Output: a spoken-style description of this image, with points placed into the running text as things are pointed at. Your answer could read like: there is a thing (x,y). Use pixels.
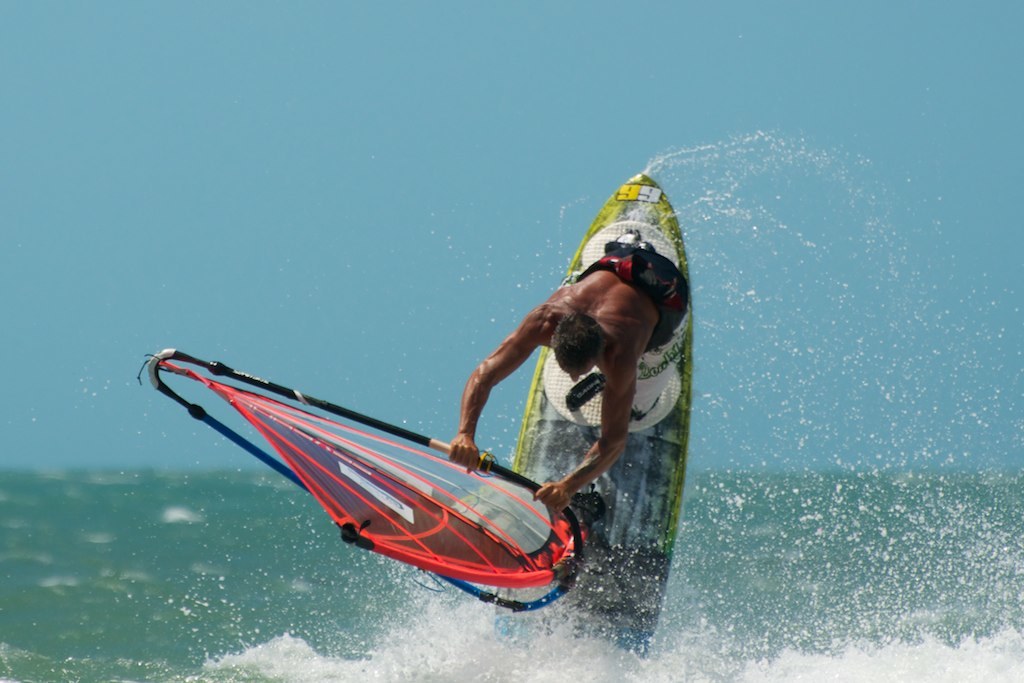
In this image I can see the person (595,357) with the surfboard (654,499). The surfboard (604,479) is colorful. The person (601,451) is in the water (207,504). In the background (329,175) I can see the blue sky (274,253).
